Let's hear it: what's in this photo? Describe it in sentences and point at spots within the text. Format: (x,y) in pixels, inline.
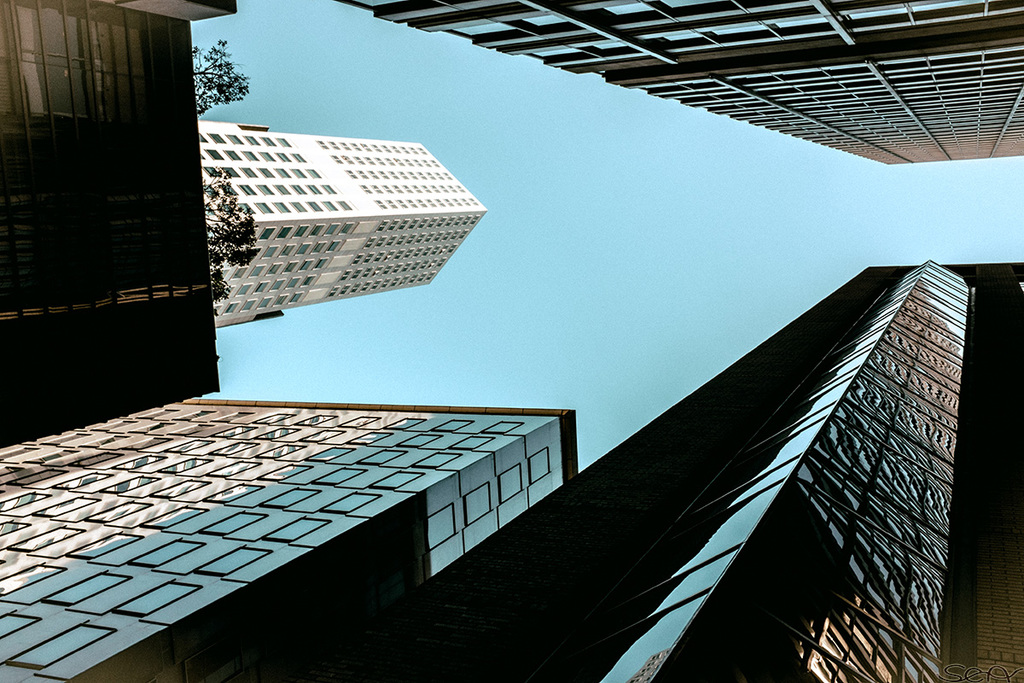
In this image at the top (128,67) and bottom there are buildings (339,481). On the left (237,88) there are trees (210,73). In the middle (498,316) there is the sky (270,363).
